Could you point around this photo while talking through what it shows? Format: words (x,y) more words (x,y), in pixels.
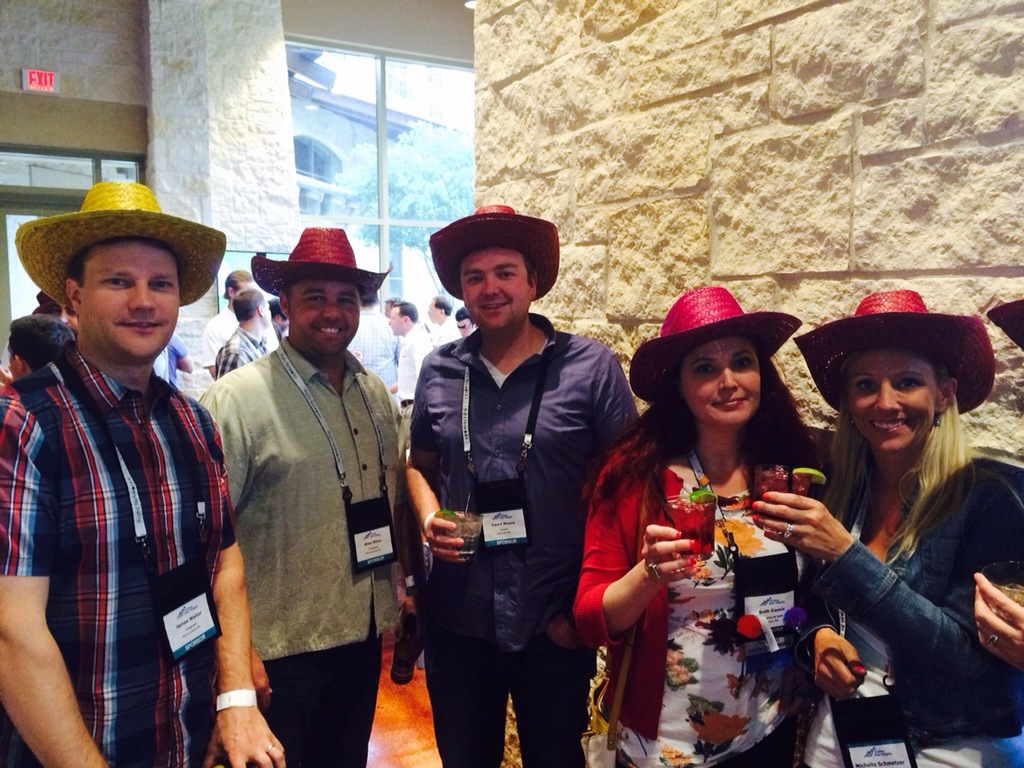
In this image, we can see people (107,279) standing and are wearing id cards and hats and some are holding glasses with drink (701,503). In the background (642,136), there is a wall (163,114) and we can see some other people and there is a board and windows (309,159), through the glass (390,145) we can see trees (395,168).
